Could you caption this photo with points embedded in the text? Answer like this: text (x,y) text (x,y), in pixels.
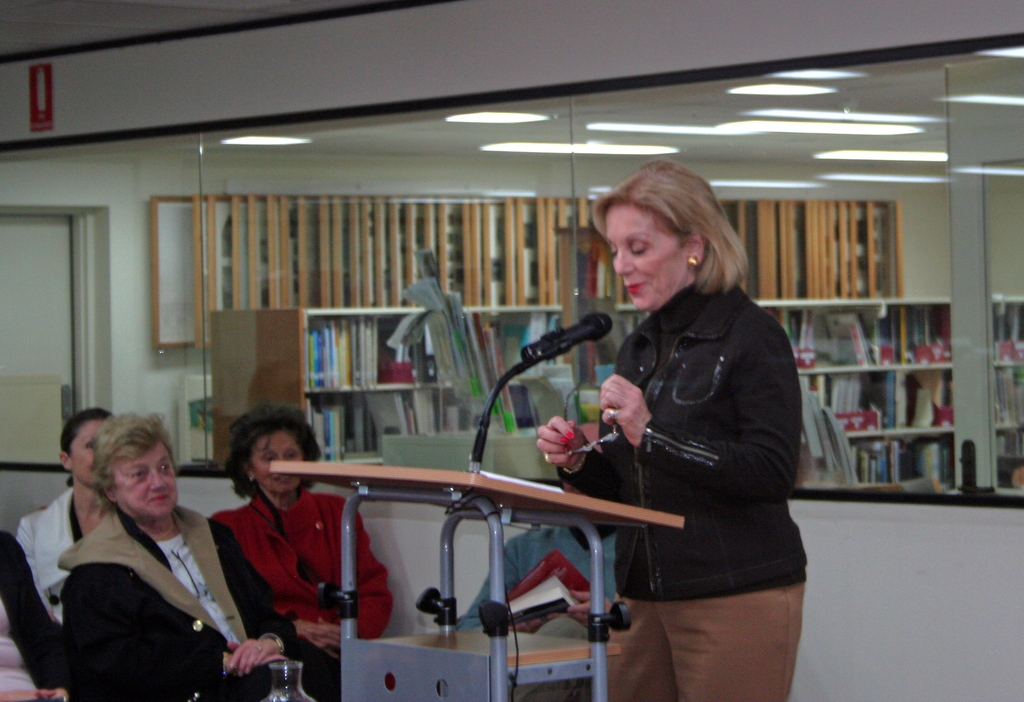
This picture shows that a woman (684,442) wearing black color jacket (739,557) and brown color pants (738,641) is giving a speech on the microphone (537,353) attached to the desk (461,511). Beside there are three women (181,515) sitting on the chair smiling and listening to her. Behind there is a glass window (202,401) through which we can see bookshelves (588,397).
